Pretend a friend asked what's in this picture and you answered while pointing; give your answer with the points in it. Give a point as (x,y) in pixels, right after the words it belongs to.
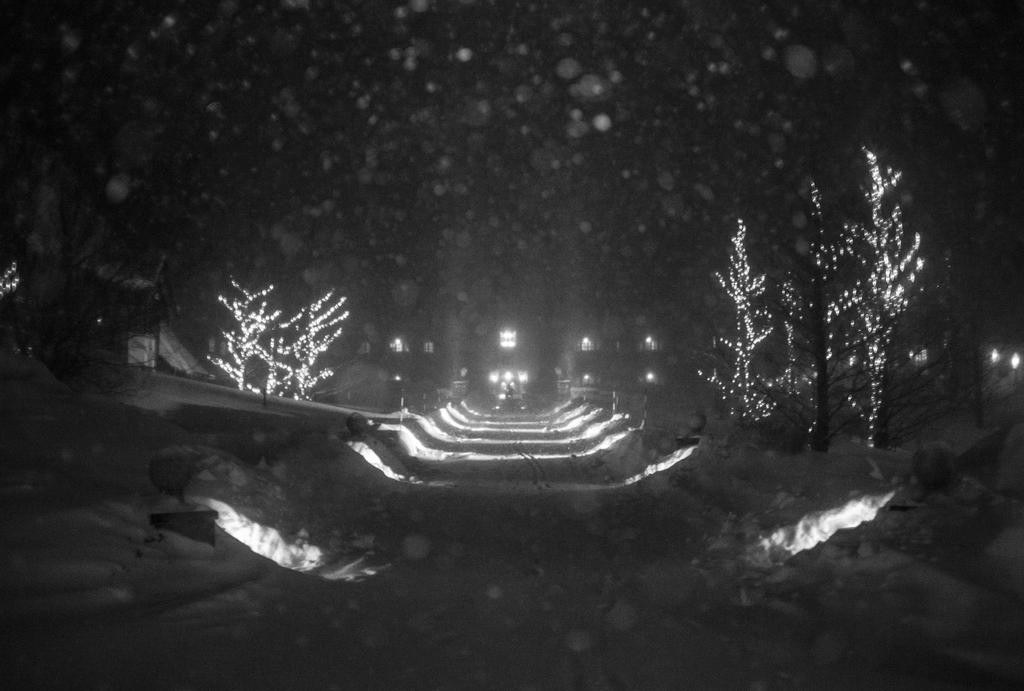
In this image, in the middle (607,337) there are lights (733,379), trees (822,374), plants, buildings (607,382), windows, sky (495,214).
